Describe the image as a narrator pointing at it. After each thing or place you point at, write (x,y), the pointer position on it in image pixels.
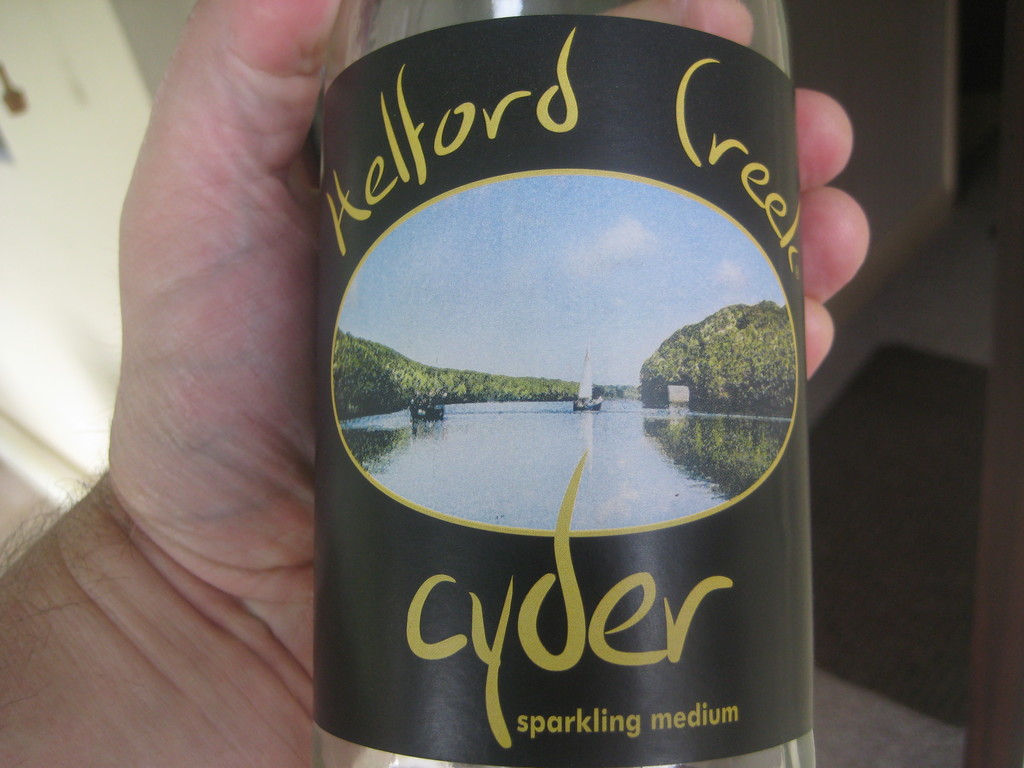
In the middle of the image (367,485) a person (176,327) holding a bottle (716,204), On the bottle (716,204) we can see sky (588,233), water (638,407), boat (589,381), trees (776,317).
